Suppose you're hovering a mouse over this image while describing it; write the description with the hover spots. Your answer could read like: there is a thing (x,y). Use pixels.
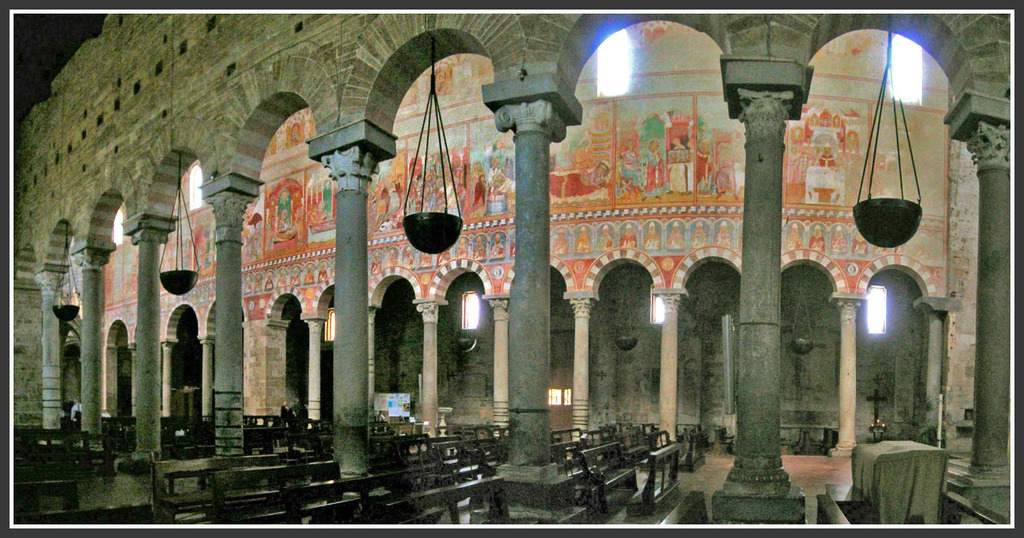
This is an image with borders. In this image we can see a building (307,238) with several pillars (364,249) and windows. We can also see some painting (628,200) on a wall (683,186), a cross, table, some containers (446,215) hanged and a group of benches (352,485) which are placed on the floor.
